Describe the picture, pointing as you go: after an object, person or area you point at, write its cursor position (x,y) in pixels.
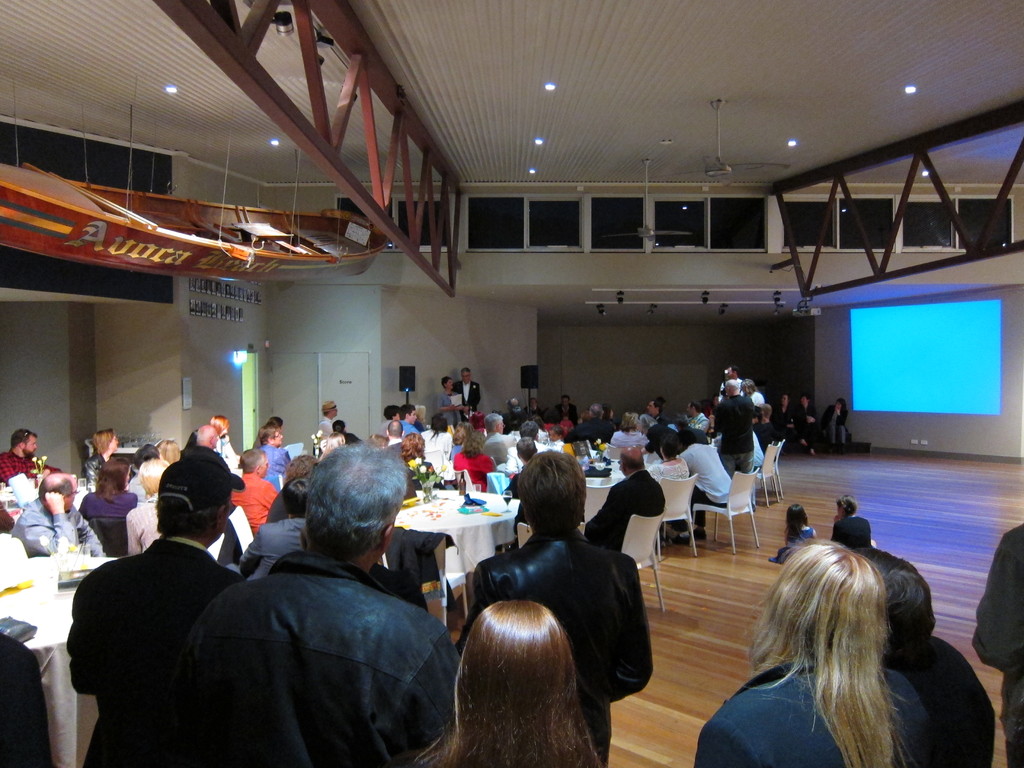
In the center of the image (537,508) we can see a few people (511,661) are standing and the left side person (105,577) is wearing a cap (181,499). In the background (269,362) there is a wall (562,357), roof (215,110), screen (870,402), door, fan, lights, stands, speakers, tables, chairs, photo frames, few people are sitting on the chairs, few people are standing and few other objects (671,201). On the table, we can see vases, glasses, tablecloths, bottles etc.
